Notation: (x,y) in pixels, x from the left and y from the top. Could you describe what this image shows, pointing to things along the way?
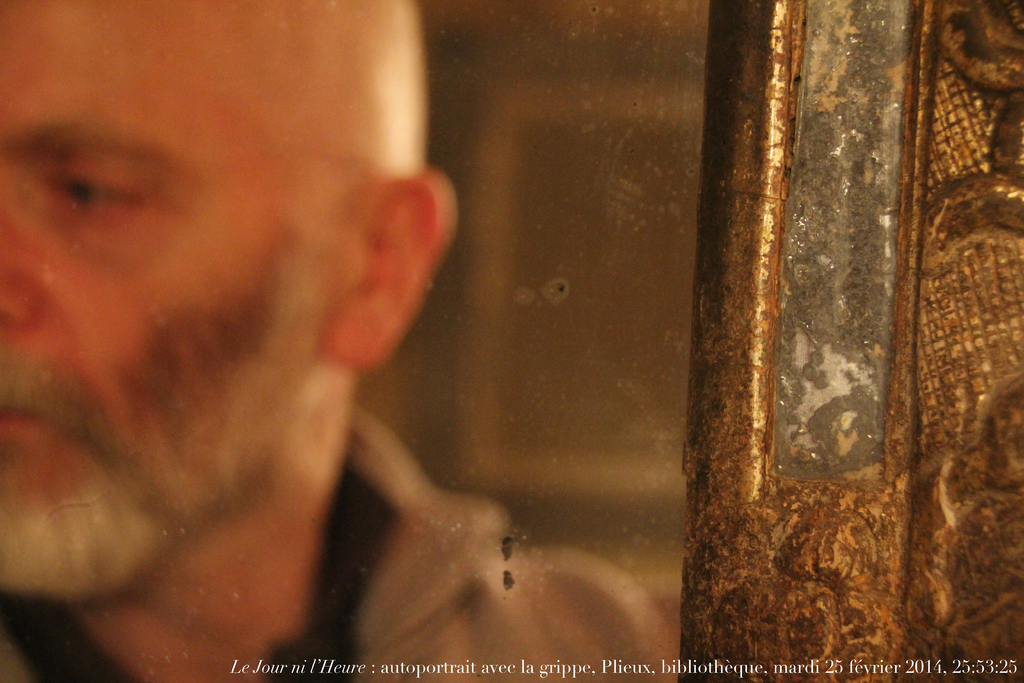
In this picture we can see a man (274,429) in the front (259,394), there is a blurry background (544,172), we can see some text (583,672) at the bottom (606,670).
